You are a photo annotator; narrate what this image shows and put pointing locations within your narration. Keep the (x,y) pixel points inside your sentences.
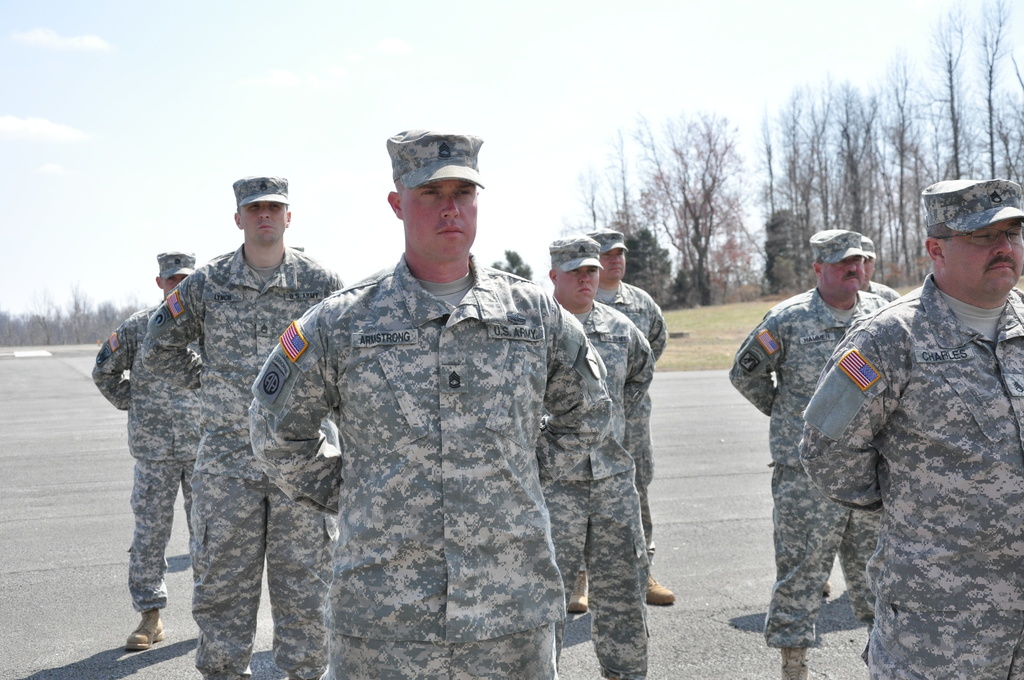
In this image I can see the group of people (521,408) standing and wearing the military dresses (437,450) and the caps (596,243). These people (242,448) are on the road (59,586). In the background (869,176) there are many trees (842,193) and the sky (199,33).
